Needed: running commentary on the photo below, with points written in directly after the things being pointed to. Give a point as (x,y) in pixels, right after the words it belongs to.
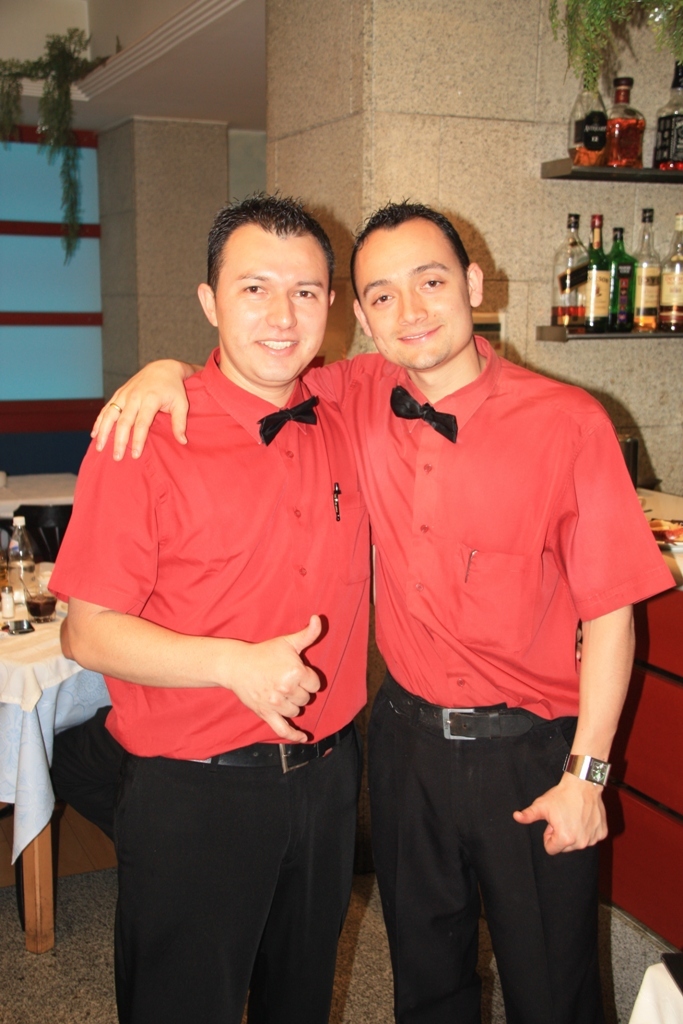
This image is taken indoors. At the bottom of the image (77,928) there is a floor (76,933). In the middle of the image (316,351) two men (320,614) are standing on the floor (350,951) and they have worn same shirts (364,570) and pants (438,916). On the left side of the image (7,749) there is a table (37,878) with a tablecloth (35,827) and a few things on it. In the background (424,173) there are a few walls (669,60) with a window (8,267) and a pillar (145,263). On the right side of the image (670,296) there are two shelves (642,333) with a few bottles (642,146) on them.
